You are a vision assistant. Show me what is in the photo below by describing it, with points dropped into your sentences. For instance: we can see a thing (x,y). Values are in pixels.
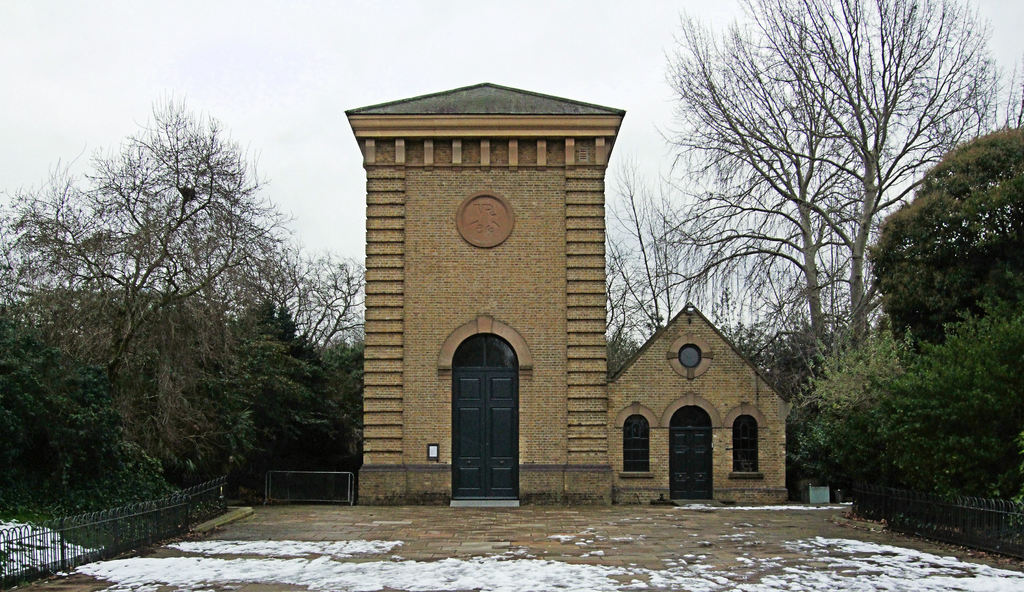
In this image, we can see buildings (455,390), fence (145,517) and in the background (96,307), there are trees (318,420).
